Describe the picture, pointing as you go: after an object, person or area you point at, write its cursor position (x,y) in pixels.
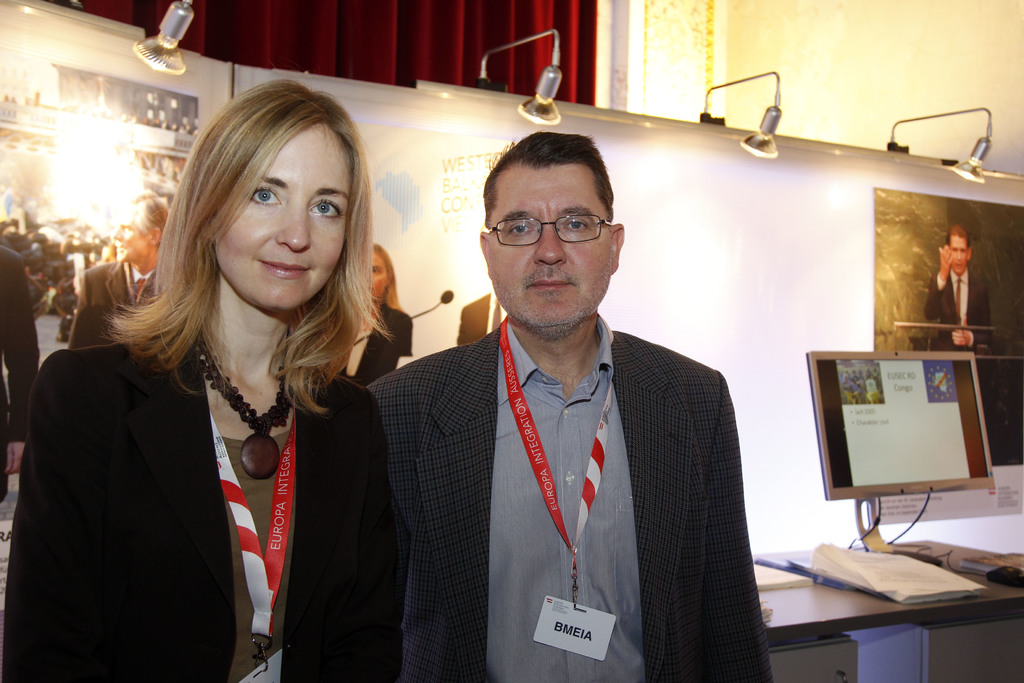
The picture is taken in a room (752,448). In the foreground of the picture (494,457) there is a man (578,485) and a woman (274,514) wearing suits (482,485). In the center (661,340) there are lights (152,63), banners (161,98). On the right (922,421) there desktop (879,481), on the desk (838,607). At the top (437,21) there is a curtain (510,41).
